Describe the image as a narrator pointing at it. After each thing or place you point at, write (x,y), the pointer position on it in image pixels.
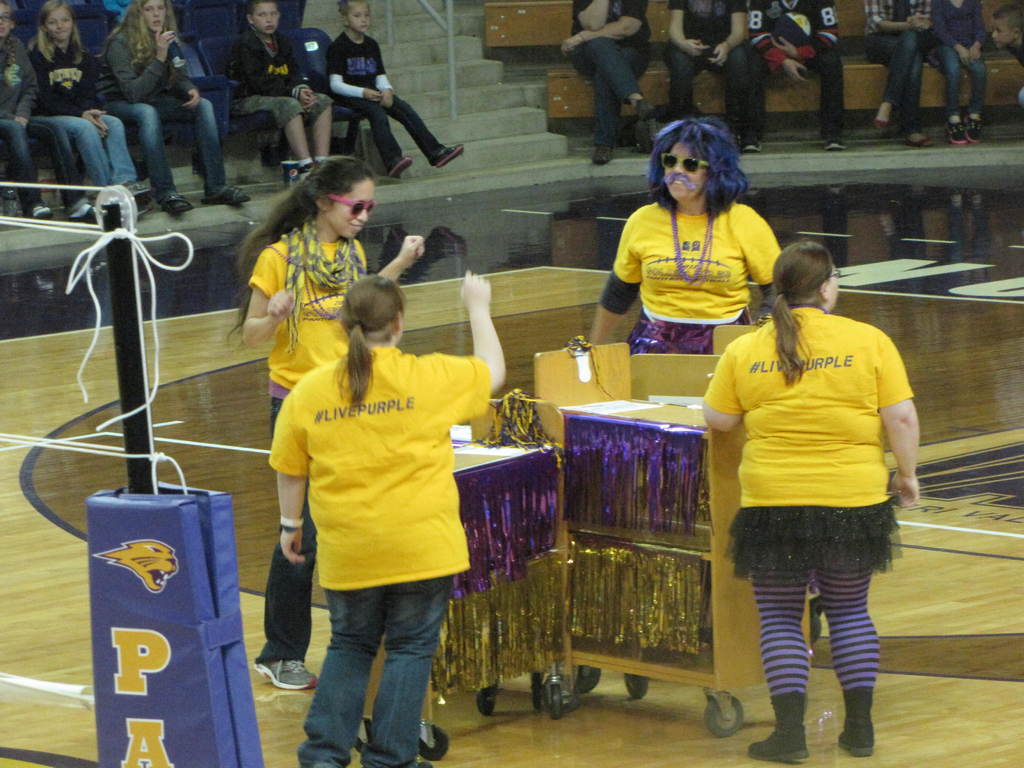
In this image I can see people (388,335) among them some (611,35) are sitting and some (480,389) are standing. Here I can see some objects (575,538) on the floor (65,663). These people (398,419) are wearing yellow color T-shirts (401,405).
